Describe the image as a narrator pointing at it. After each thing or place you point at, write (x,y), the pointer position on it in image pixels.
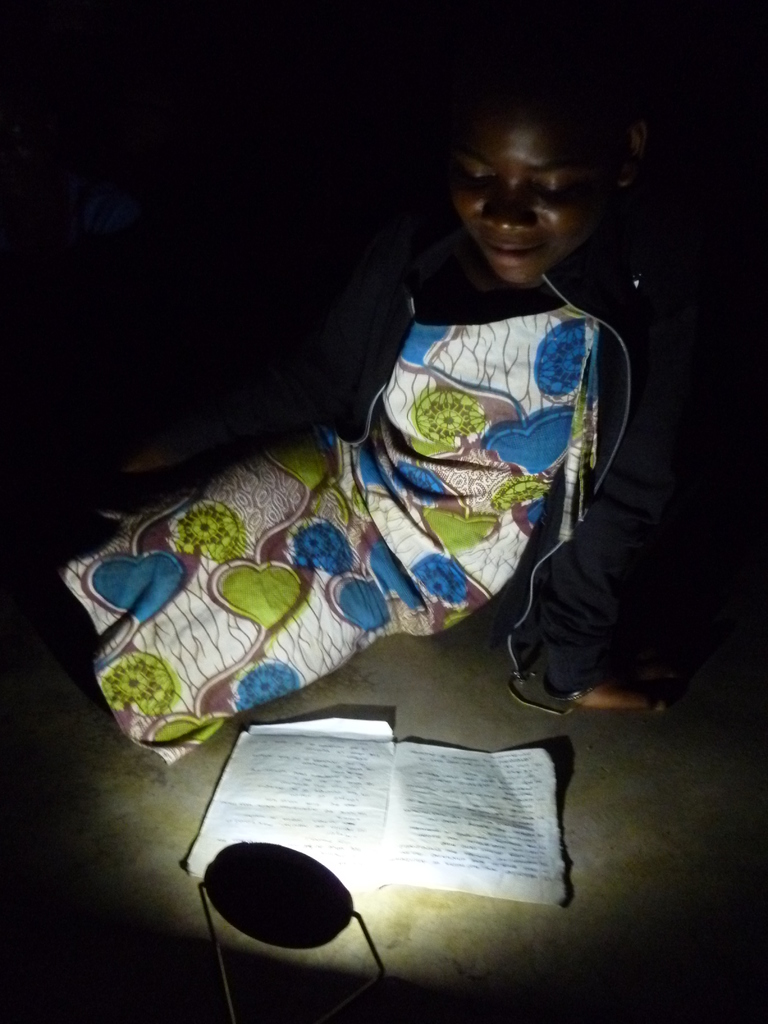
In this image, we can see a kid (628,209) wearing clothes (452,462). There is a book (330,810) and light (307,927) at the bottom of the image (253,906).
